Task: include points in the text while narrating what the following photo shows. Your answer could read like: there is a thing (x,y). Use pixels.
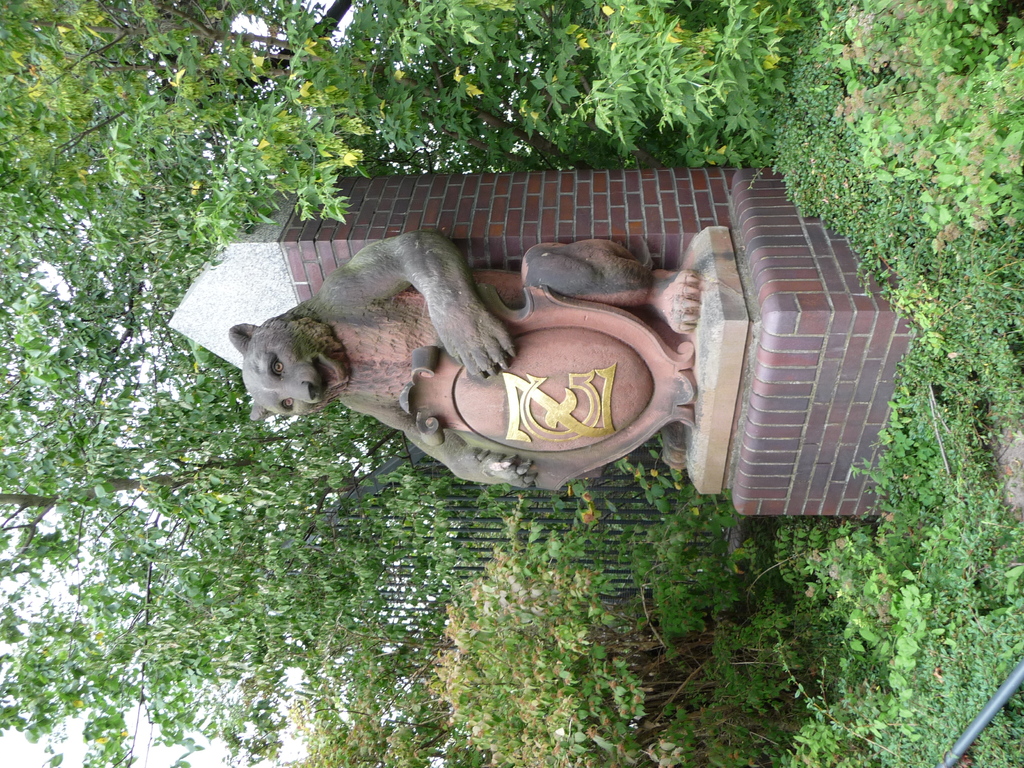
In the center of the image (492,289) there is a depiction of a animal (418,276). In the background of the image (131,106) there are trees (563,105). At the bottom of the image (898,620) there are plants (894,555).
